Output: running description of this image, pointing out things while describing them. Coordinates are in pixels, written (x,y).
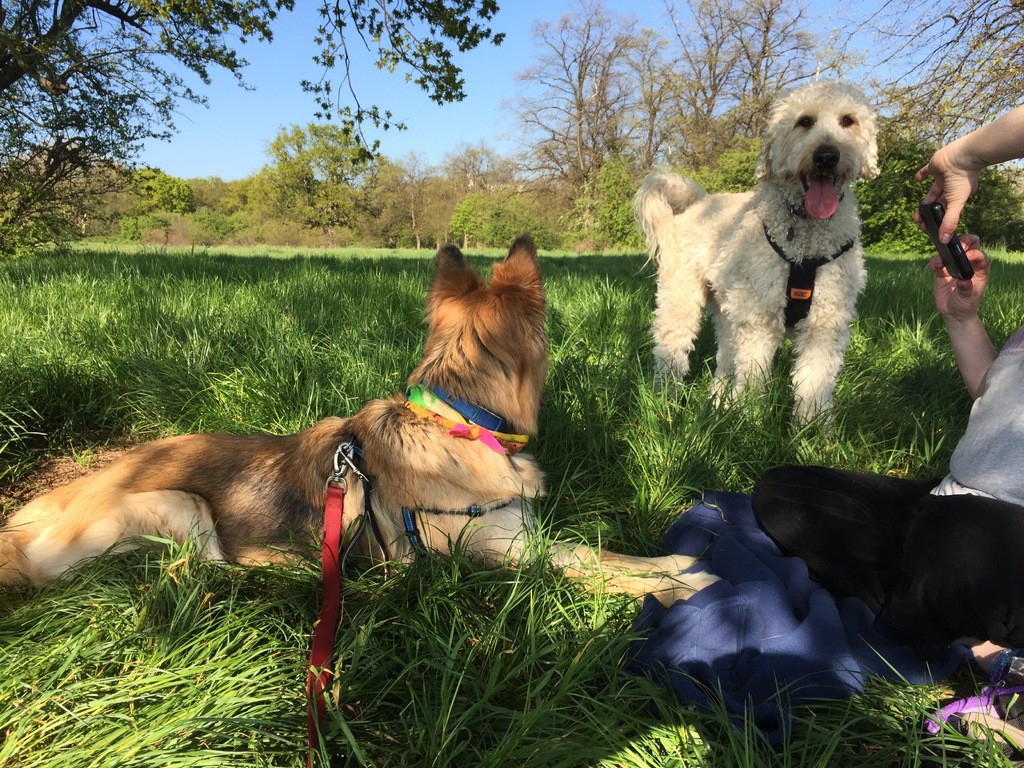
In this image I see 2 dogs (729,252) in which this one is of white and brown and this one is of white in color and I see colors on the neck (476,367) and I see the green grass (652,301) and I see a person (975,603) over here. In the background (595,123) I see number of trees (118,17) and I see the blue sky (660,8).
